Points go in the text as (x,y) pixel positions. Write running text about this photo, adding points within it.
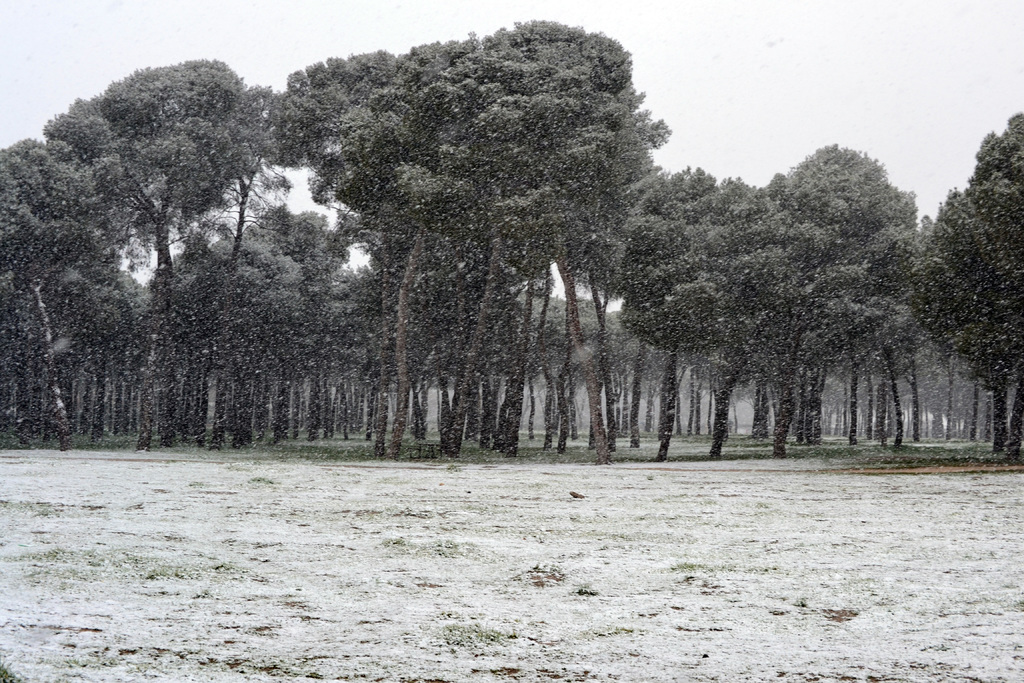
In this image, I can see the trees (525,181) with branches (672,281) and leaves (326,354). This looks like snow (299,609). Here is the sky (765,118).
